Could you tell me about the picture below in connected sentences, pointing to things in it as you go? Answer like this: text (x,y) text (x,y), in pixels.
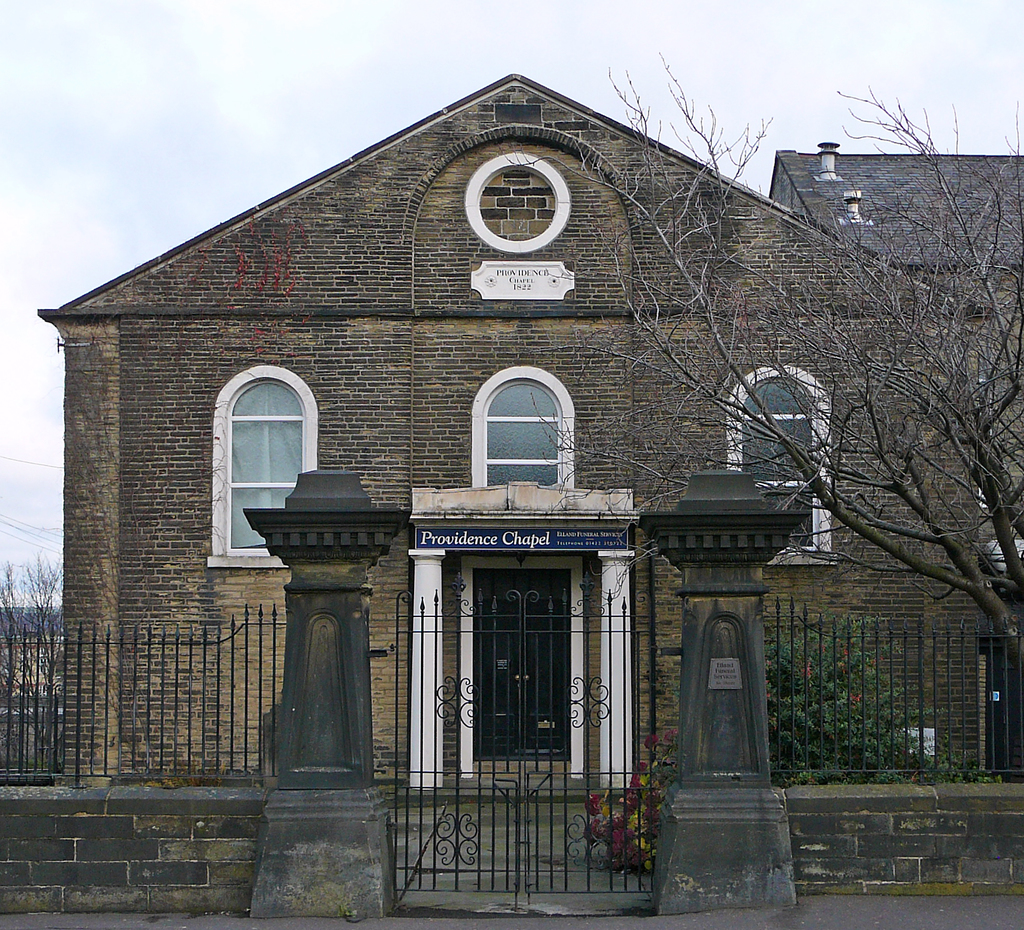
In this image we can see gate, fences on the wall (20,834), bare trees (1006,407), building (488,370), windows (507,388), doors (512,638), name boards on the wall (499,343) and clouds (547,24) in the sky (392,107).
